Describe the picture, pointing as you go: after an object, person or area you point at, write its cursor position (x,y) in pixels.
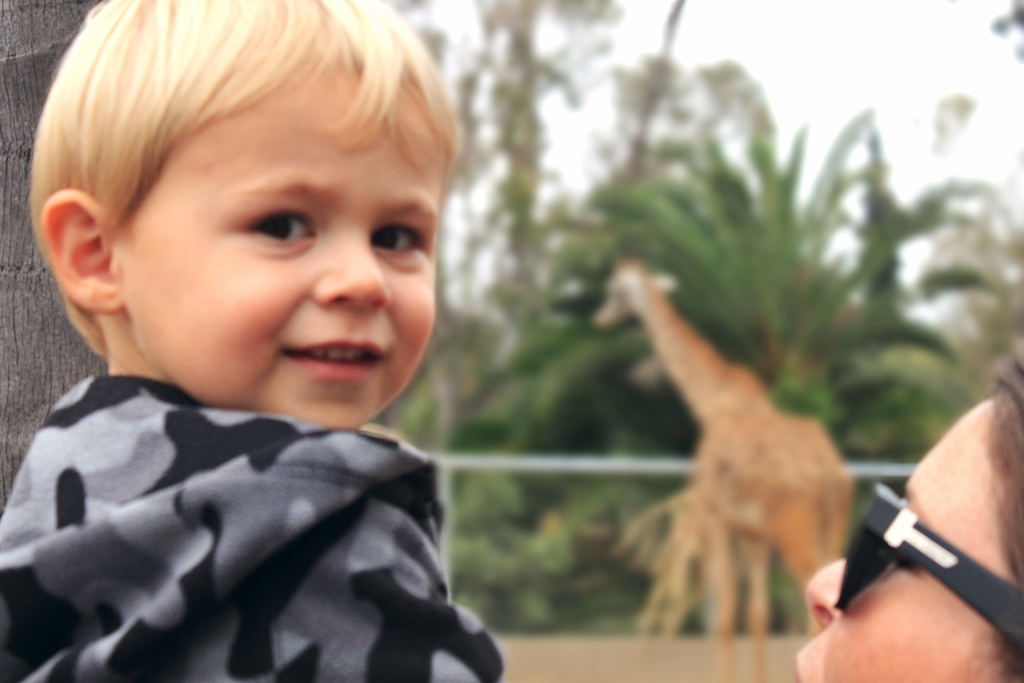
In this picture on the left side (341,536), we can see a boy (341,564). On the right side (940,523), we can see a person (987,519) wearing goggles (1022,607). In the middle (682,395), there is a giraffe (716,543). In the background (800,365), we can also see some trees (538,173). On top (839,77) there is a sky (852,72).
